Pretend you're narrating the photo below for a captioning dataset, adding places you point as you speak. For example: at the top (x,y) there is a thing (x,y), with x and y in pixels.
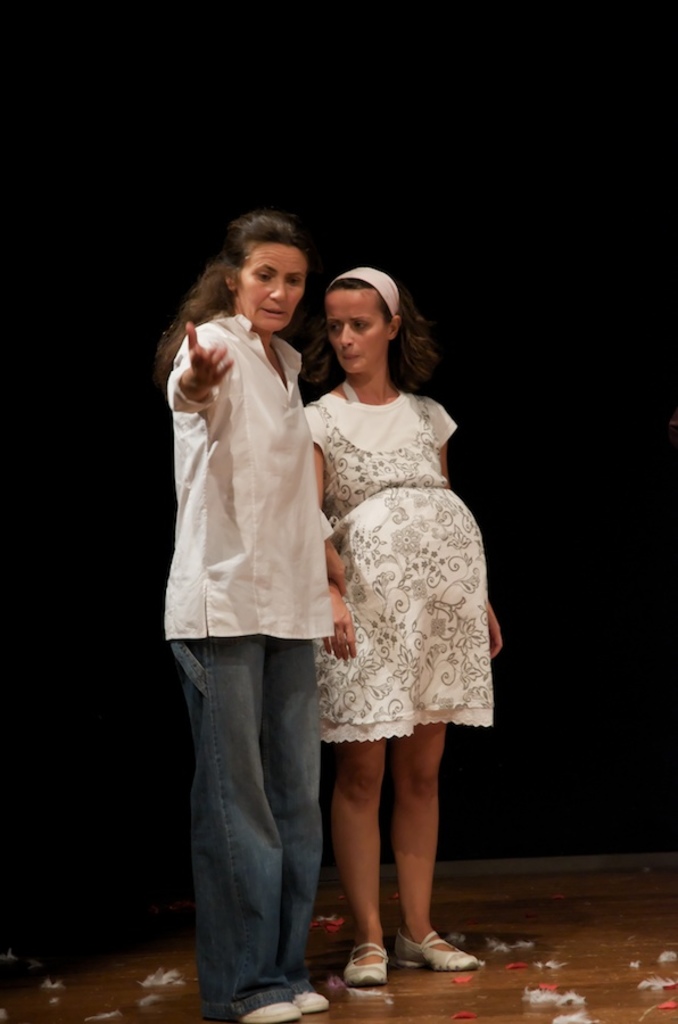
As we can see in the image there are two women (283,530) wearing white color tops (304,542).
